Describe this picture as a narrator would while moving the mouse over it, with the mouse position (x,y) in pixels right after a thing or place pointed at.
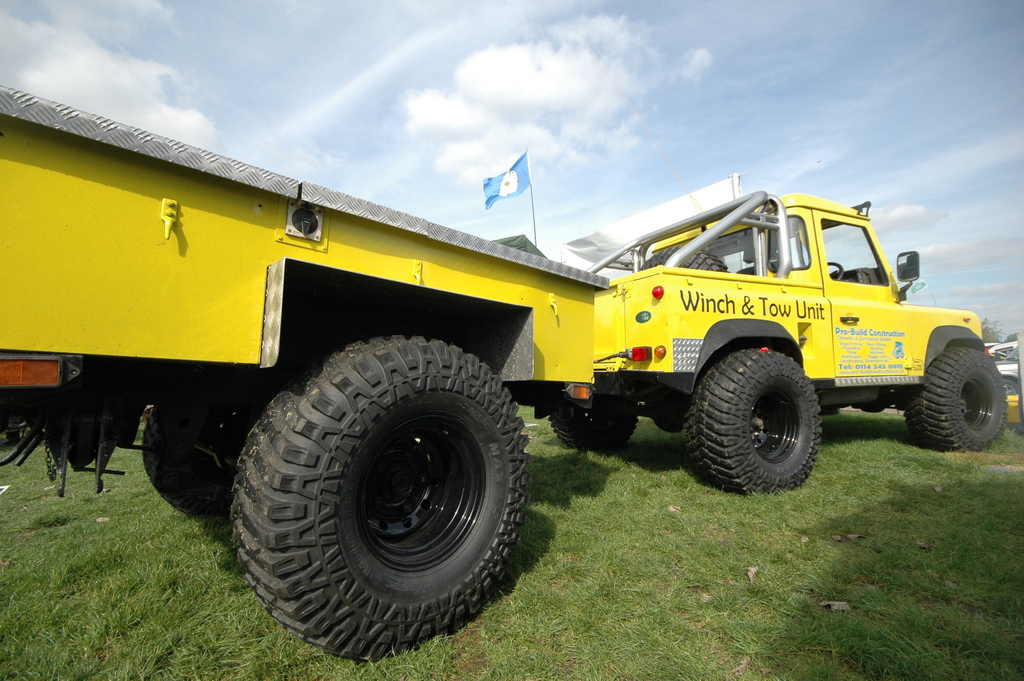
In this image I see a vehicle (558,282), which is yellow in color and it is on the grass (91,668) and I also see a flag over here. In the background (555,224) I see the sky (66,36).
